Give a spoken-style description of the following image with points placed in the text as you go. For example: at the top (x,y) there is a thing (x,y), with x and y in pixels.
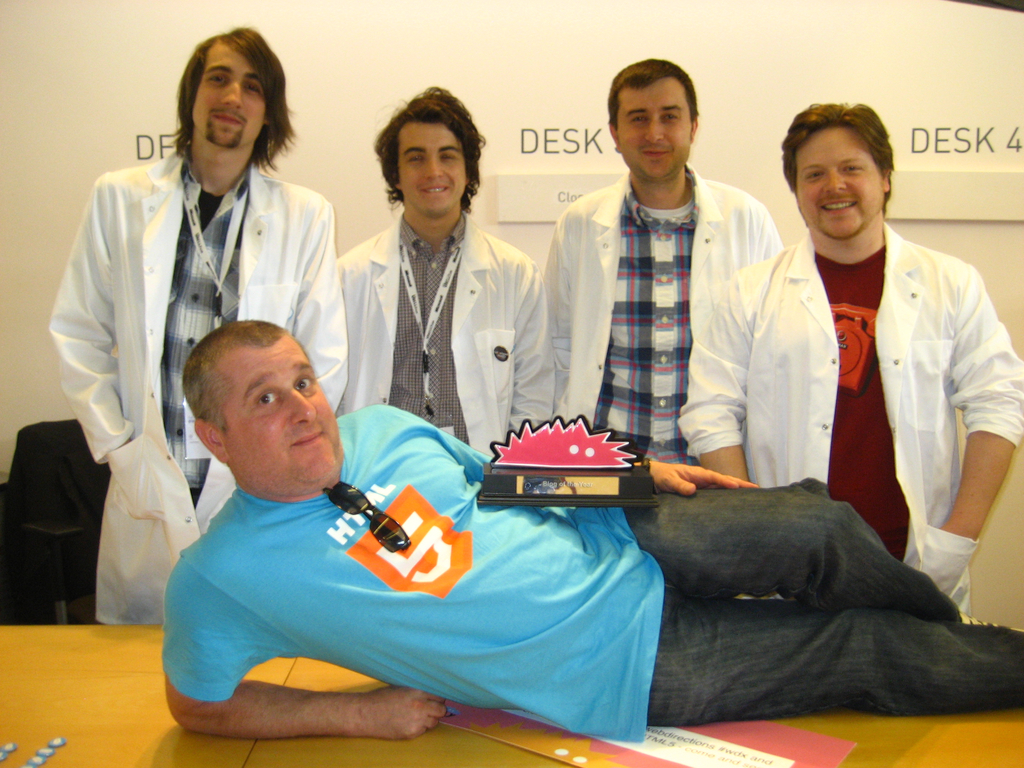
In the picture I can see 4 people (500,284) are standing and one man (620,621) is lying on a wooden surface (814,729). The people (704,293) in the back (308,232) is wearing white color coats (469,296) and smiling. On the wooden surface (263,761) I can see some objects (519,739).
